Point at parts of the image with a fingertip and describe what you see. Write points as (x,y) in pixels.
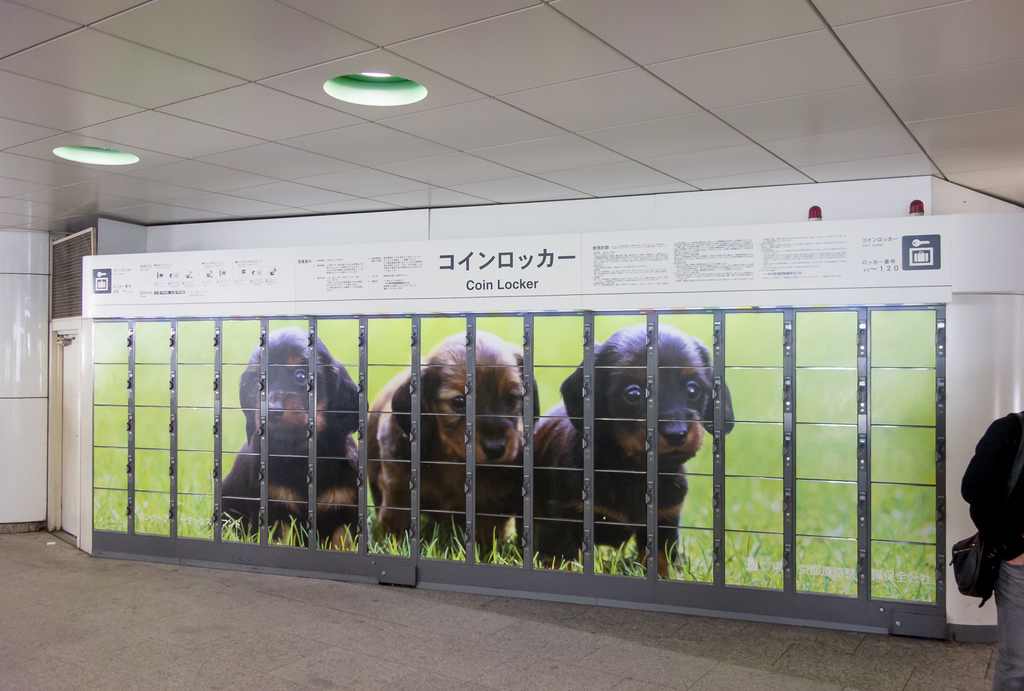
In this image I see number of posters (459,354) on which I see 3 dogs (477,361) and I see the green grass (182,433) and I see few words (318,280) written over here and I can also see the lights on the ceiling (248,144) and I see the floor (658,633) and I see a person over here.
